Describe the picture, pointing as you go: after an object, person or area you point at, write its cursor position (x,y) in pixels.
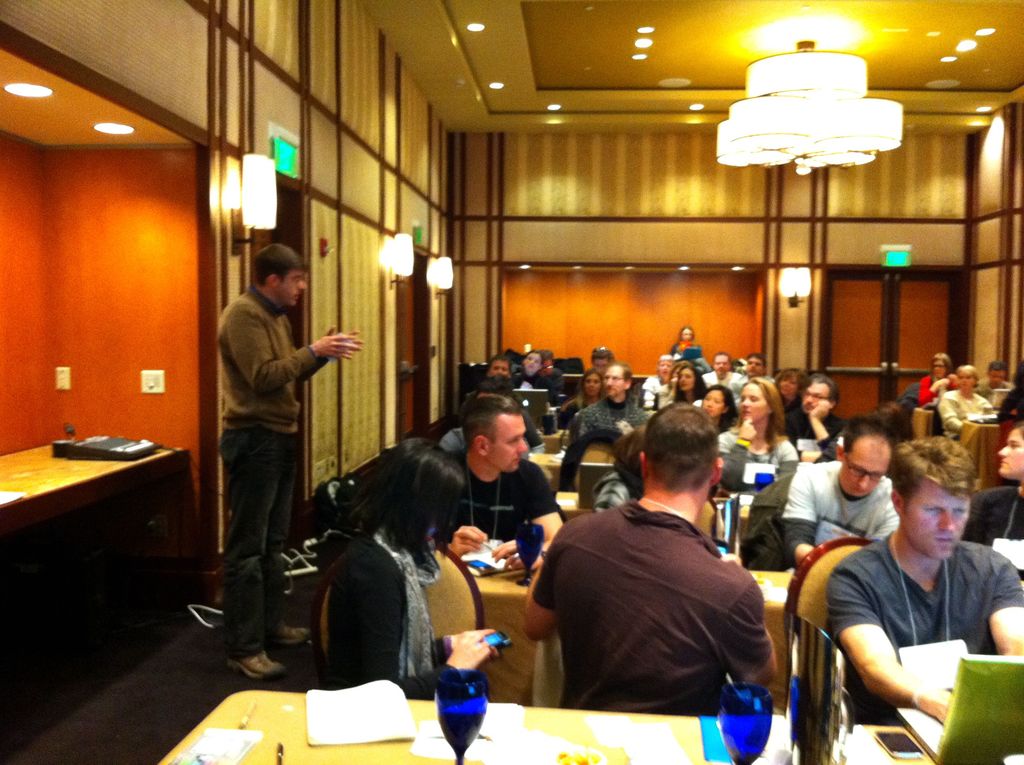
In this image there are tables (548,671), on that tables (703,763) there are glasses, around the tables (498,613) there are chairs (483,624), on that chairs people (942,566) are sitting, on the left side (232,626) there is a man (234,613) standing and there is a wall (372,25) for that there are lights (265,223), in the background (914,165) there is a wall (991,327) for that wall (692,265) there are lights (805,272), at the top (539,15) there is a ceiling (961,115) and lights (795,66).
